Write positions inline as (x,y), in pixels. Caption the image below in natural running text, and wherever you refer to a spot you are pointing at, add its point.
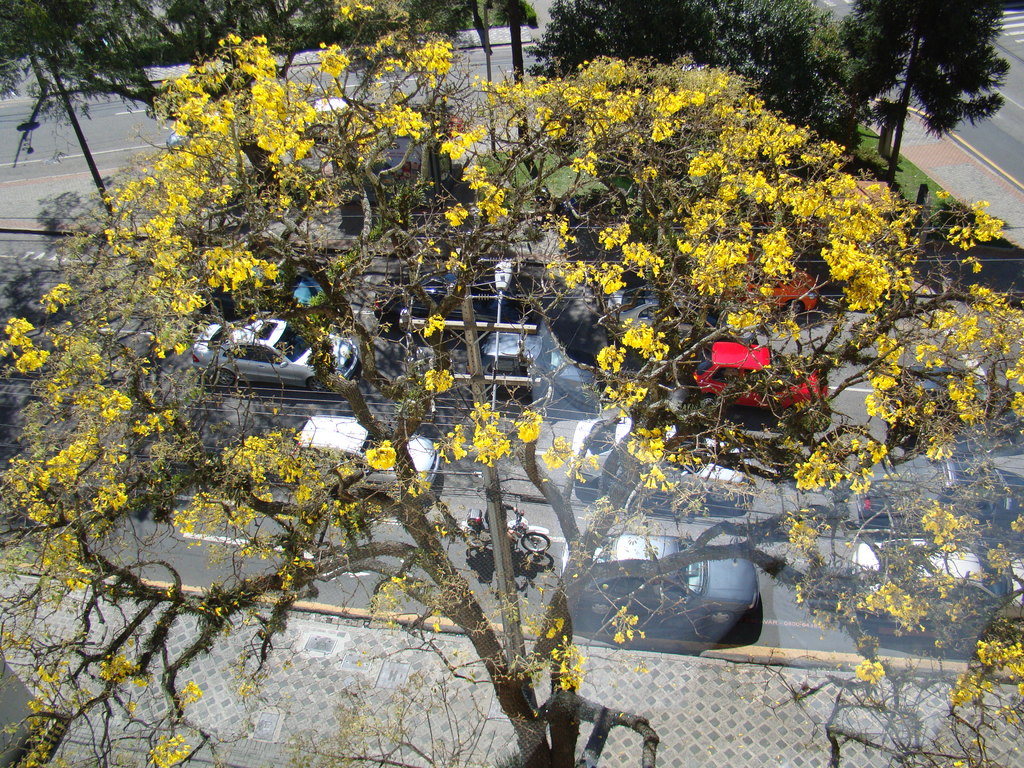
In this image we can see a few vehicle (591,466) on the road (770,434), trees (771,348) and a pavement (751,677).
